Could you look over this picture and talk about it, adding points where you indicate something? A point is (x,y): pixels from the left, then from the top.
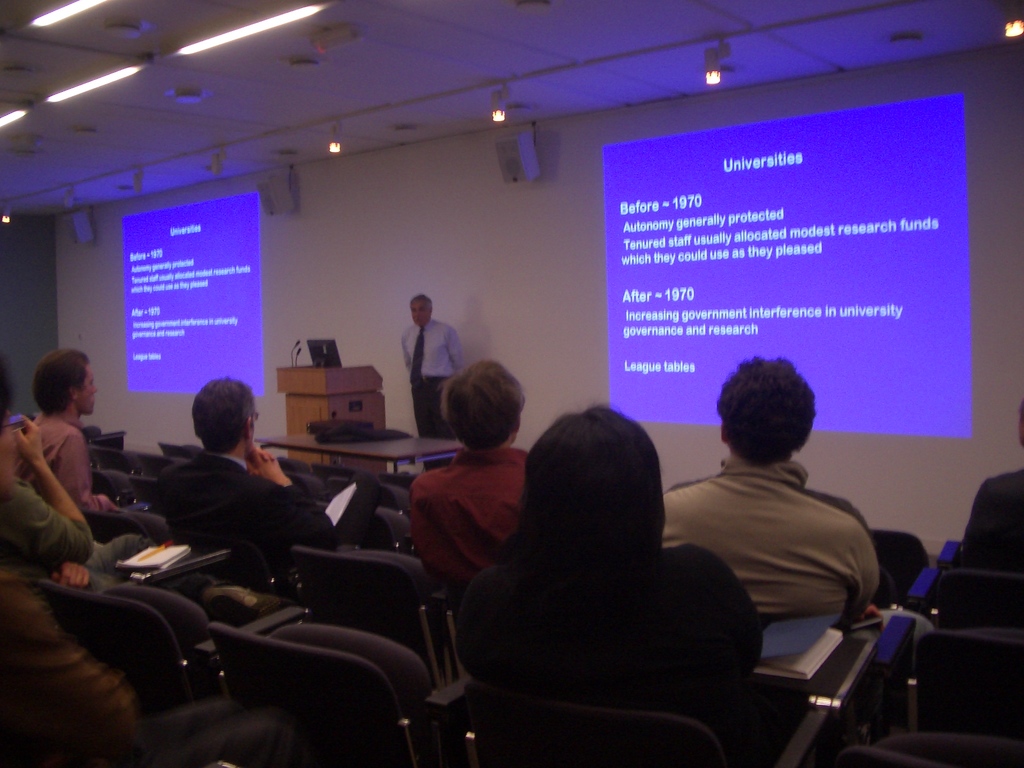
In the image we can see there are people (326,534) sitting and one is standing. They are wearing clothes (308,533). Here we can see books (792,667), podium (338,375), system (324,364), microphones (298,355) and projected screen (857,252). Here we can see text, lights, sound box (516,151) and the wall (492,291).
